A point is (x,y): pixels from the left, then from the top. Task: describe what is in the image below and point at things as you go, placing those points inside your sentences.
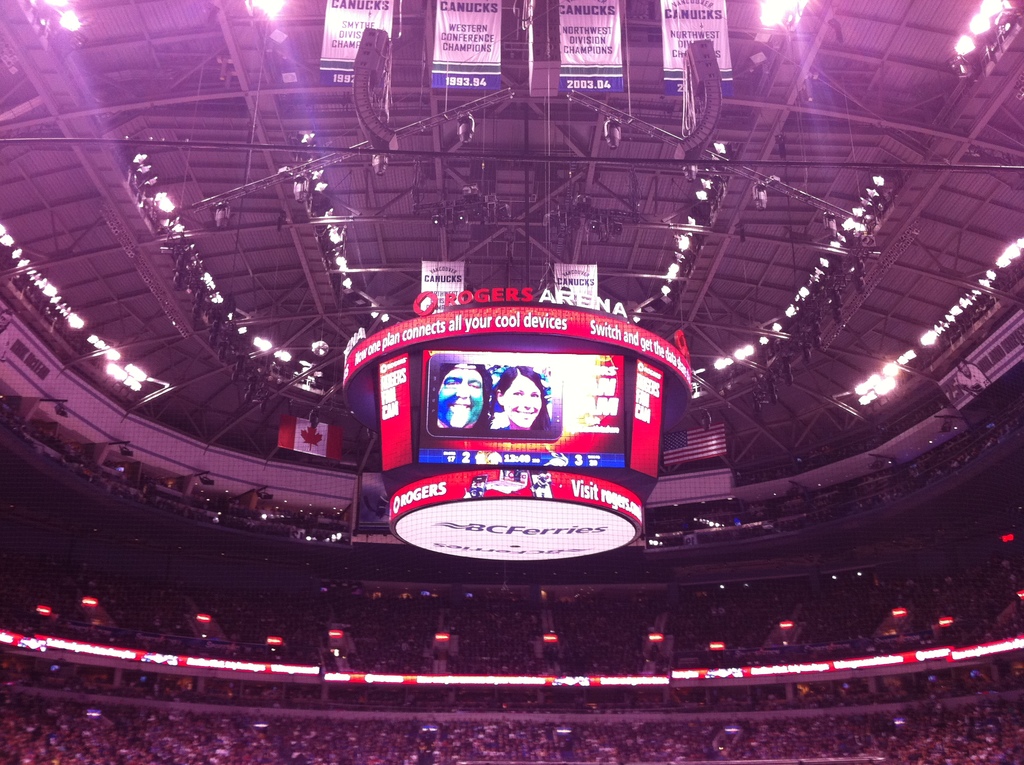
In this image I can see a crowd (570,639), fence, lights (278,639), boards (47,639), screen (639,465), hoardings (634,412), metal rods (589,165), rooftop (807,426), posters (569,58) and so on. This image is taken may be during night.
